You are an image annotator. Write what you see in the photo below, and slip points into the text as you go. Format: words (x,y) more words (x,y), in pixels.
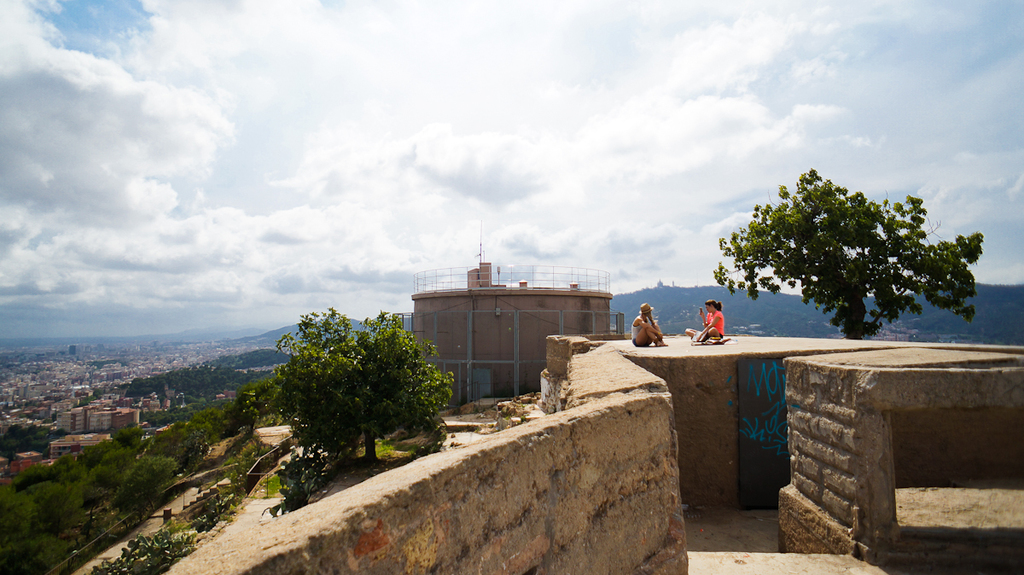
In this image I can see two people (648,347) sitting and wearing the different color dresses (712,323). I can see one person (644,320) with the hat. To the side I can see the building (473,333) and there is a railing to it. I can also see many trees (214,427) to the side. In the background (91,397) there are many buildings (114,395) and trees (35,476). I can also see clouds (241,131) and blue sky (274,158) in the back (275,188).
